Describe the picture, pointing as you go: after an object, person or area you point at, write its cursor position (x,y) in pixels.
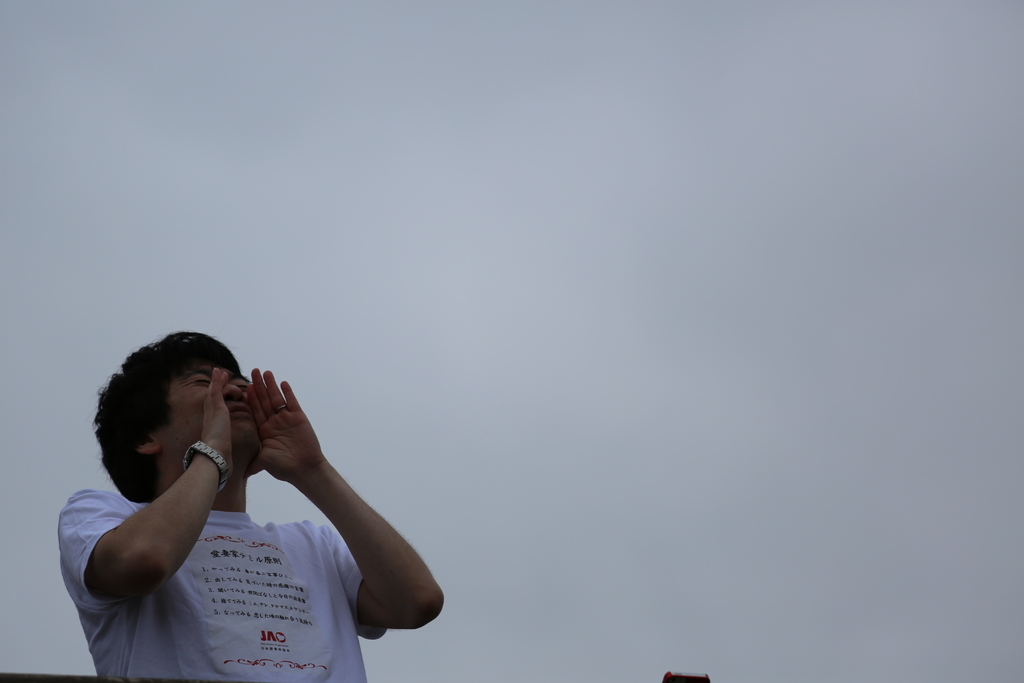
In the image we can see a person (282,654). Behind him there is sky (731,51).
